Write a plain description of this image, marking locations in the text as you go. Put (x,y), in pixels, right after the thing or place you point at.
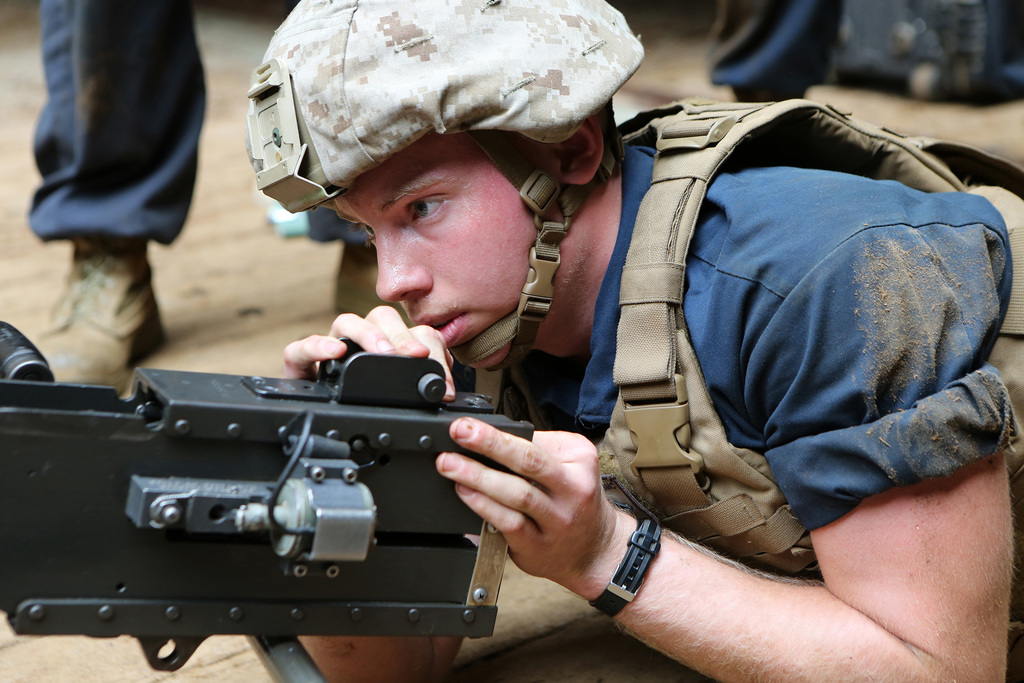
In this image we can see a person (637,378) lying on the ground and holding the machine gun (81,472). In the background (111,227) we can see persons (135,287) standing.
